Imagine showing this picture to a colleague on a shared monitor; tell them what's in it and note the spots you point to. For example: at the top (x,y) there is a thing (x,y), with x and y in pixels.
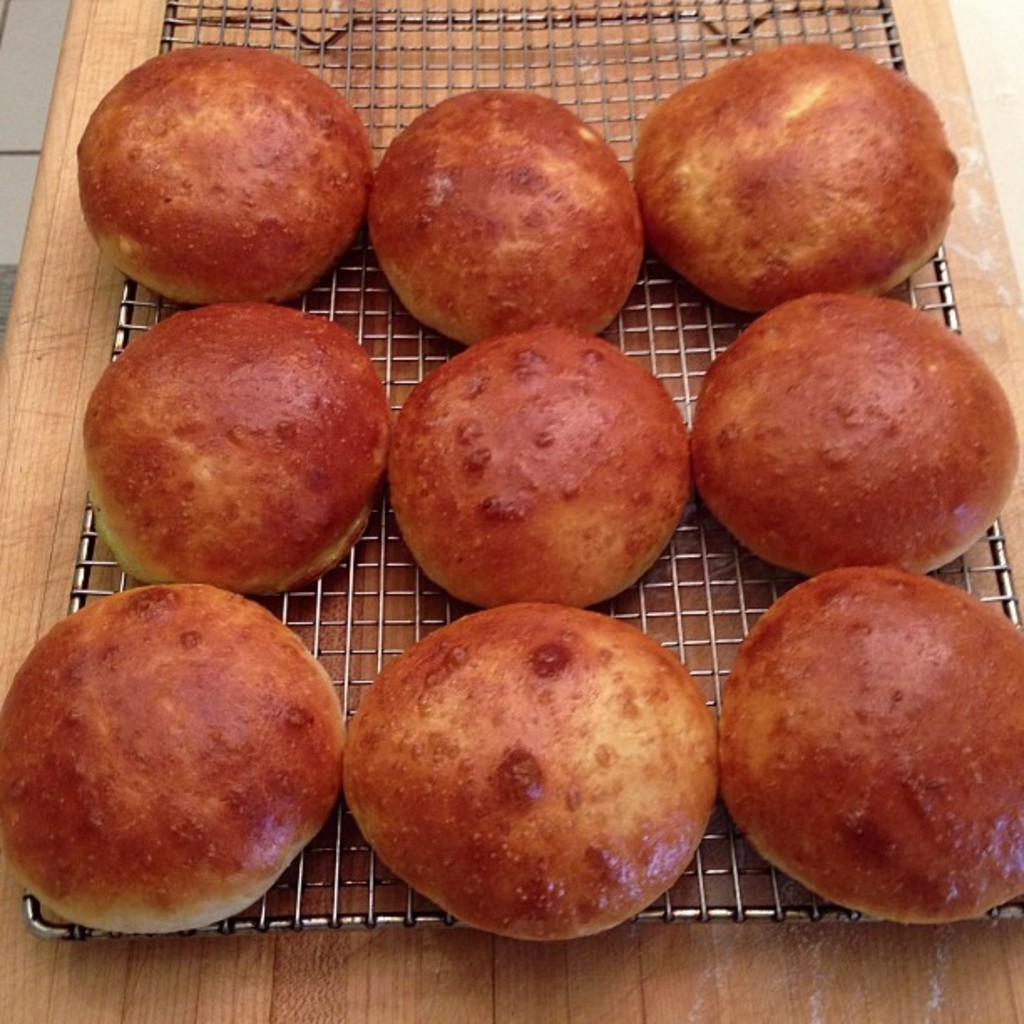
There are 9 hot buns (542,491) on the grill (407,602).
